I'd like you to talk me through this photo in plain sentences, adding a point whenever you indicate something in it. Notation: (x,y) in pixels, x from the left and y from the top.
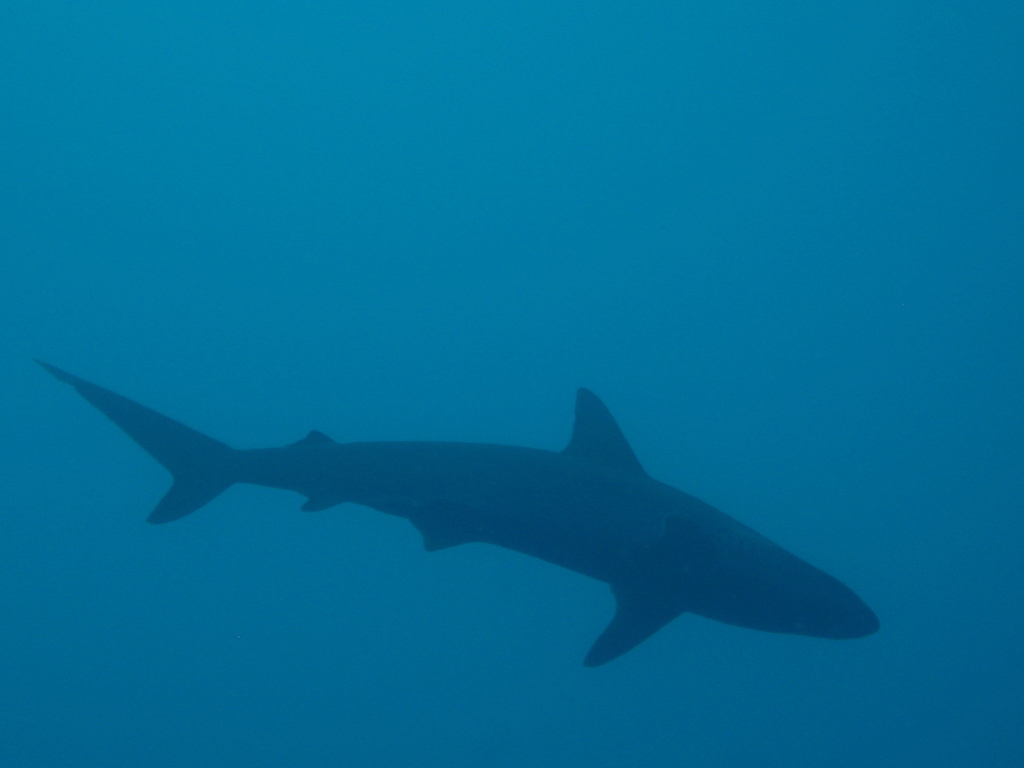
In this image I can see a shark (221,454) and in the background (544,644) I can see blue color.
